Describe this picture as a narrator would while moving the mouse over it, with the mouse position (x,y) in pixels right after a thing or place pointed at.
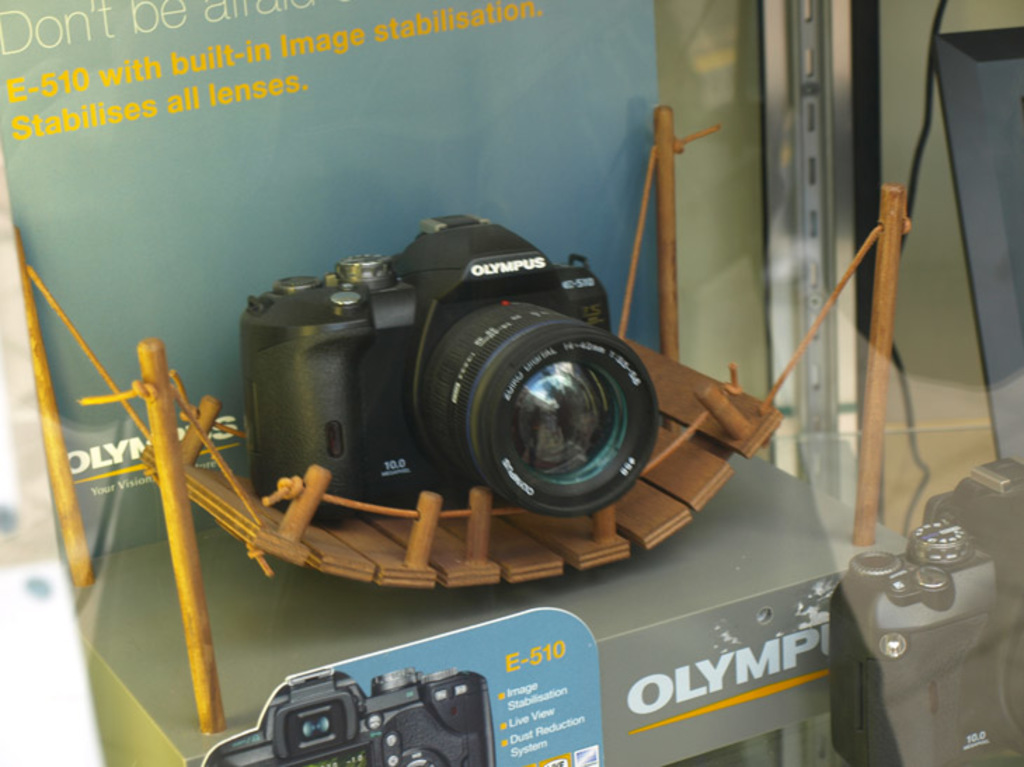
In the middle of the image (370,399) there is a camera (434,378) on the toy wooden hammock (228,500). In the background (227,134) there is a board (226,169) with a text (138,38) on it and there is a wall (719,62). On the right side of the image (885,573) there is another camera (978,680) and there is an object (960,159). At the bottom of the image (392,698) there is a board (403,706) with a text (533,679) on it on the stand (770,549).
